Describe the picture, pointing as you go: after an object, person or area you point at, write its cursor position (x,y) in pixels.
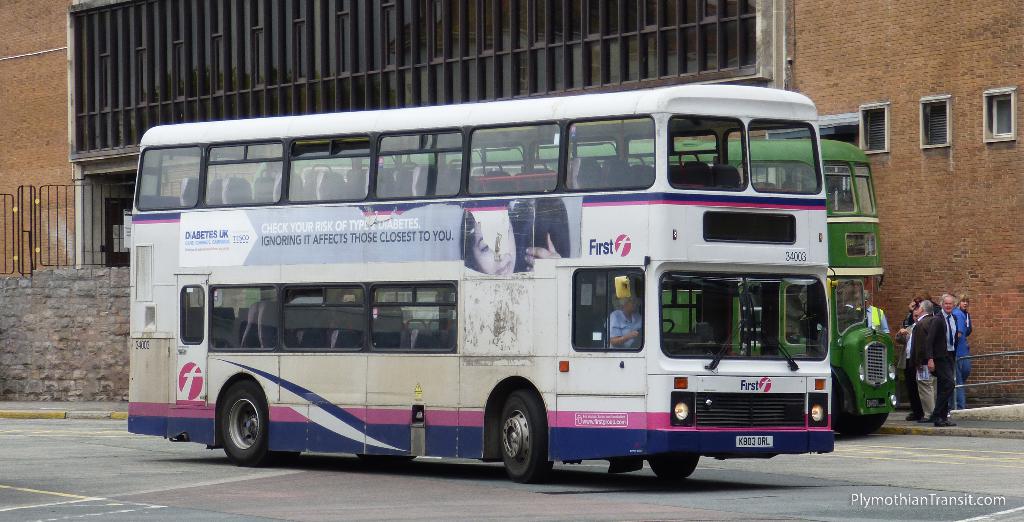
In the picture I can see buses (523,252) on the road (941,509). I can also see people (963,372) among them some are standing on the road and some are in buses (671,301). In the background (429,90) I can see a building (396,61), fence (91,226) and some other objects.
